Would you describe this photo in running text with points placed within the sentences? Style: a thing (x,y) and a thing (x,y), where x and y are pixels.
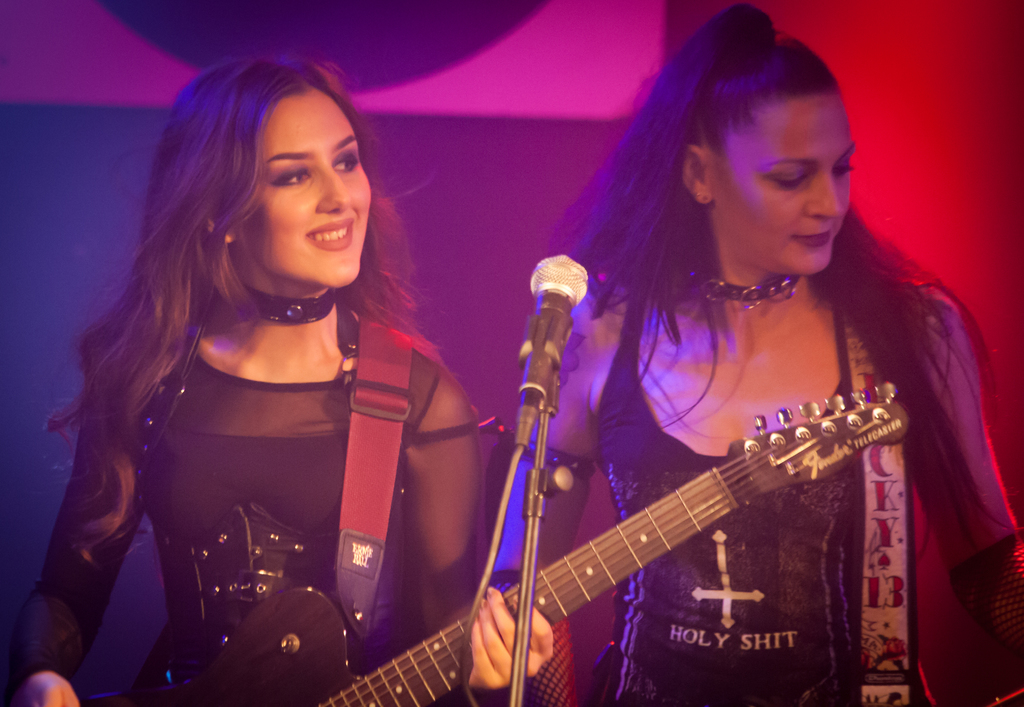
In this picture we can see two women (329,331) holding guitars (284,622) with their hands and smiling and in front of them we can see a mic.
